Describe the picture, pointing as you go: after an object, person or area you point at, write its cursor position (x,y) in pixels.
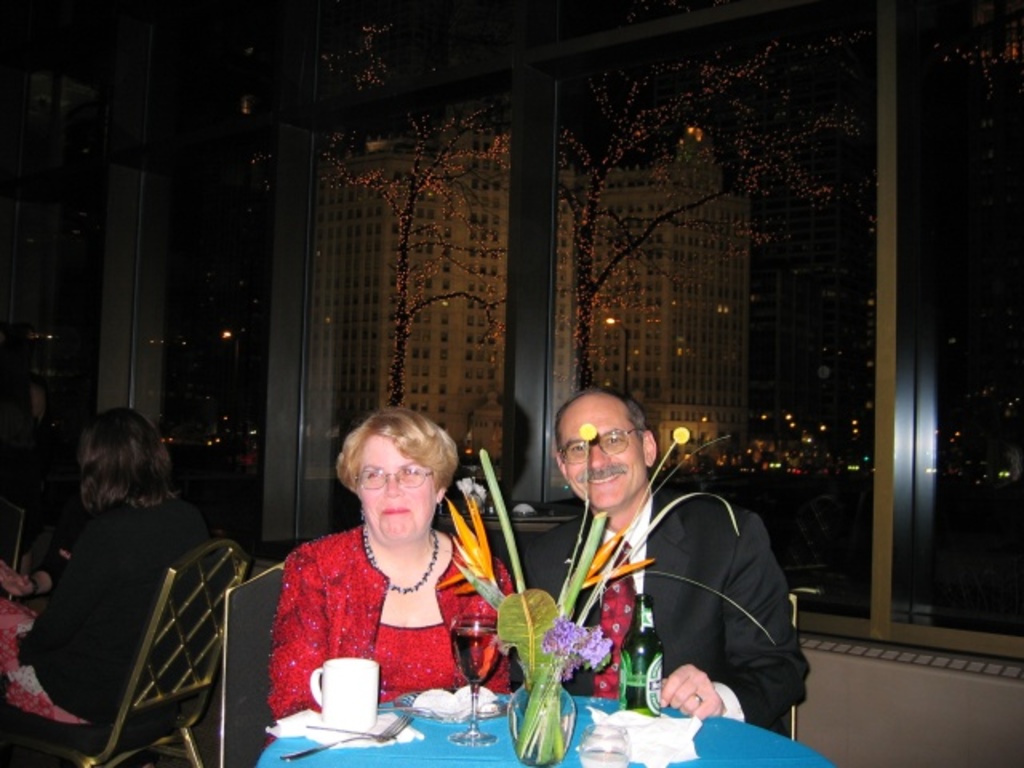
In this image we can see few persons (300,636) sitting on chairs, there is a table (505,699), on that we can see coffee mug (368,669), glass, bottle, fork (360,734), flower jar (544,667), and a cloth (633,723), there is a window (816,483), a tree (589,250), also we can see some serial lights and buildings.
